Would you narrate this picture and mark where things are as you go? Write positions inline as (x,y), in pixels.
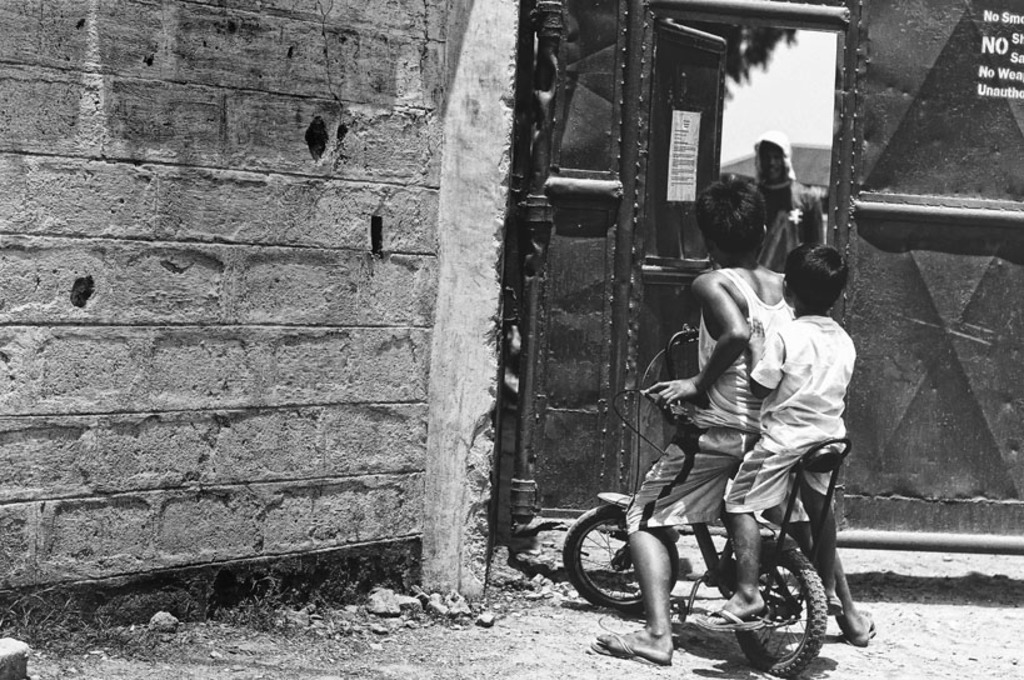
A black and white picture. This 2 kids (703,417) are sitting on a bicycle (801,558). This is door (696,76). A person (768,190) is standing back side of this door (683,264). Poster (681,177) on door (673,218).
